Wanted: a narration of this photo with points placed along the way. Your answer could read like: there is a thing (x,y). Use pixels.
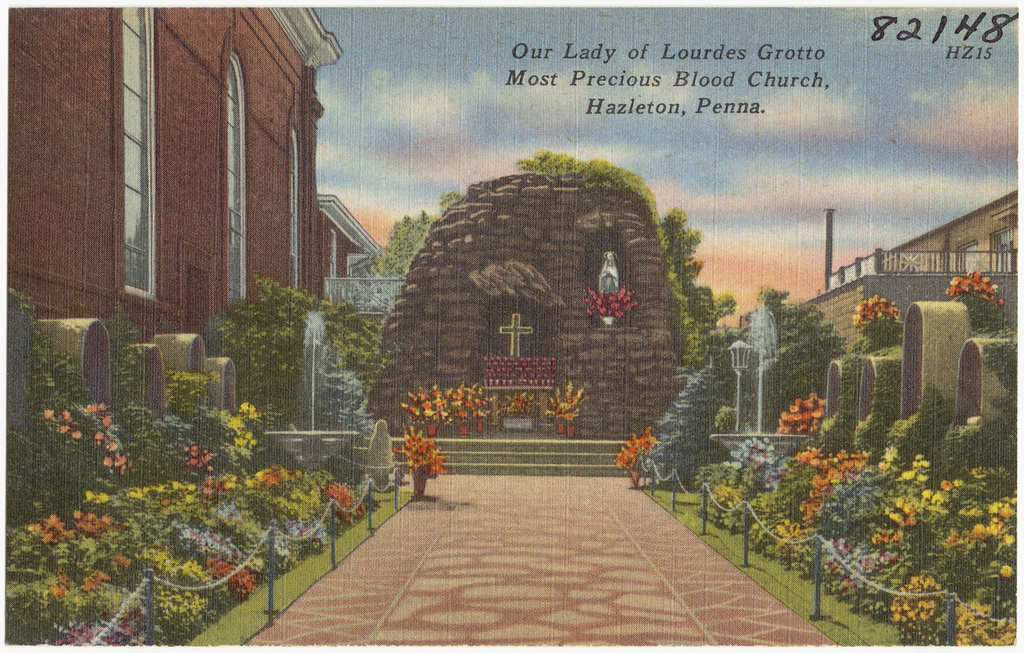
In this picture, there is a lane (528,531) in the center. On either side of the lane (474,497), there are plants (962,511), poles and buildings (161,306). In the center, there are stairs (562,470). On the top (496,179), there is a stone (413,264) with statues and plants (568,422). In the background (600,141), there is a sky (744,198). On the top (604,77), there is some text (708,88).
